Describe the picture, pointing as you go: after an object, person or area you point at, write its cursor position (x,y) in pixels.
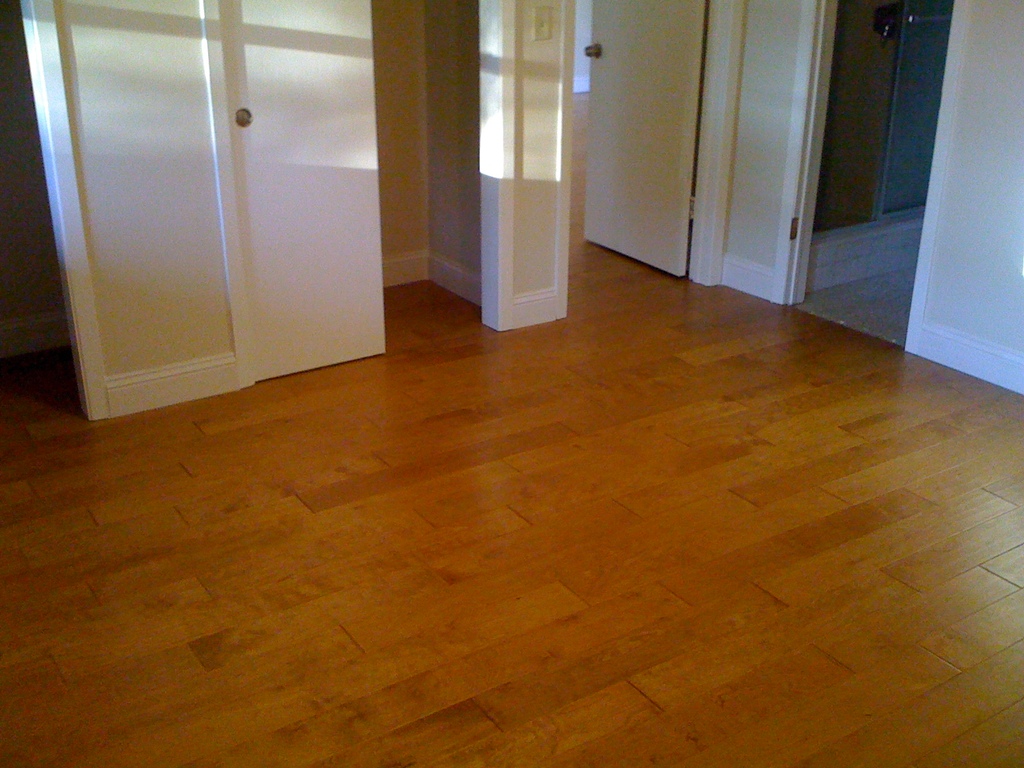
In the picture I can see white color, wall (468,180) and a wooden floor (679,514).
